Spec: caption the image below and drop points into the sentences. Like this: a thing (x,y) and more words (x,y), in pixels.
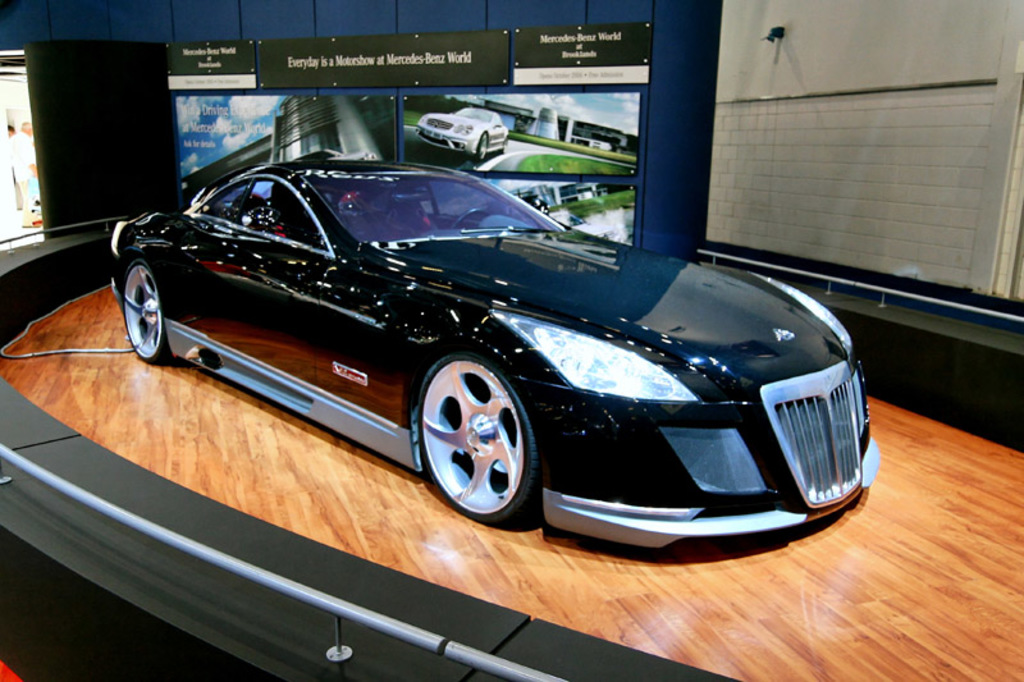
There is a vehicle (476,364) parked on the floor (1002,674). Around this vehicle (521,212), there is a fencing (741,258). In the background (303,87), there are posters (524,139) attached to the wall (692,48) near white wall (798,9) and there are two persons (14,149) standing on the floor (18,223).
